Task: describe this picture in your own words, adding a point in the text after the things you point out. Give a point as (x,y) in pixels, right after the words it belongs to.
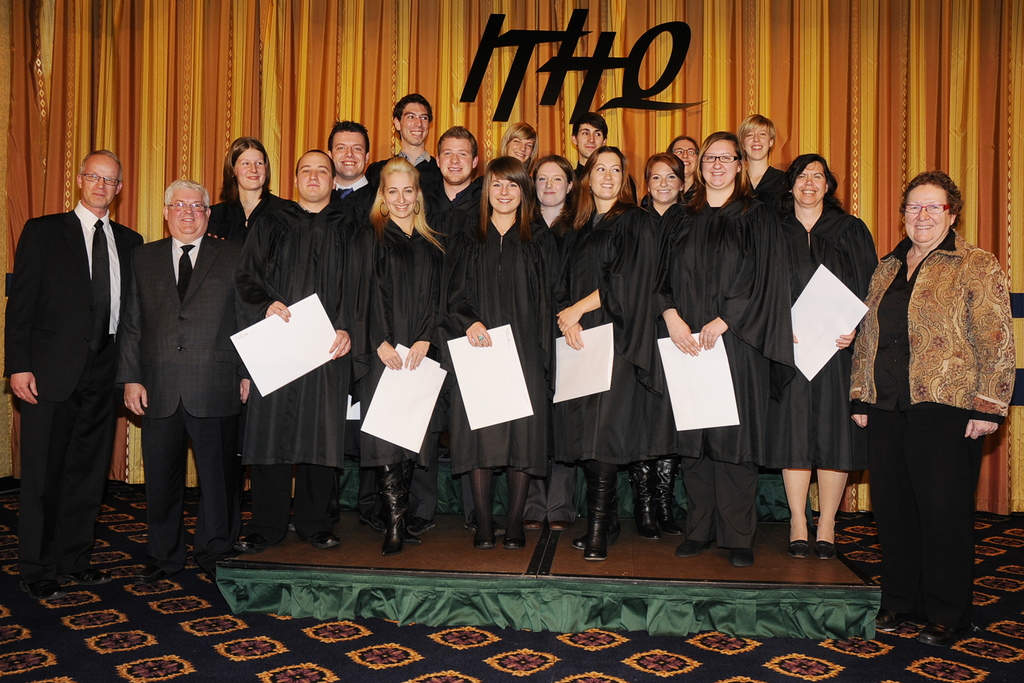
In the center of the image (407,319) there are people (272,508) standing wearing black color dress (490,300) and holding paper (600,349) in their hands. In the background of the image (878,85) there is a curtain (504,126) on which there is a text (682,26). At the bottom of the image (485,654) there is carpet (438,645).
